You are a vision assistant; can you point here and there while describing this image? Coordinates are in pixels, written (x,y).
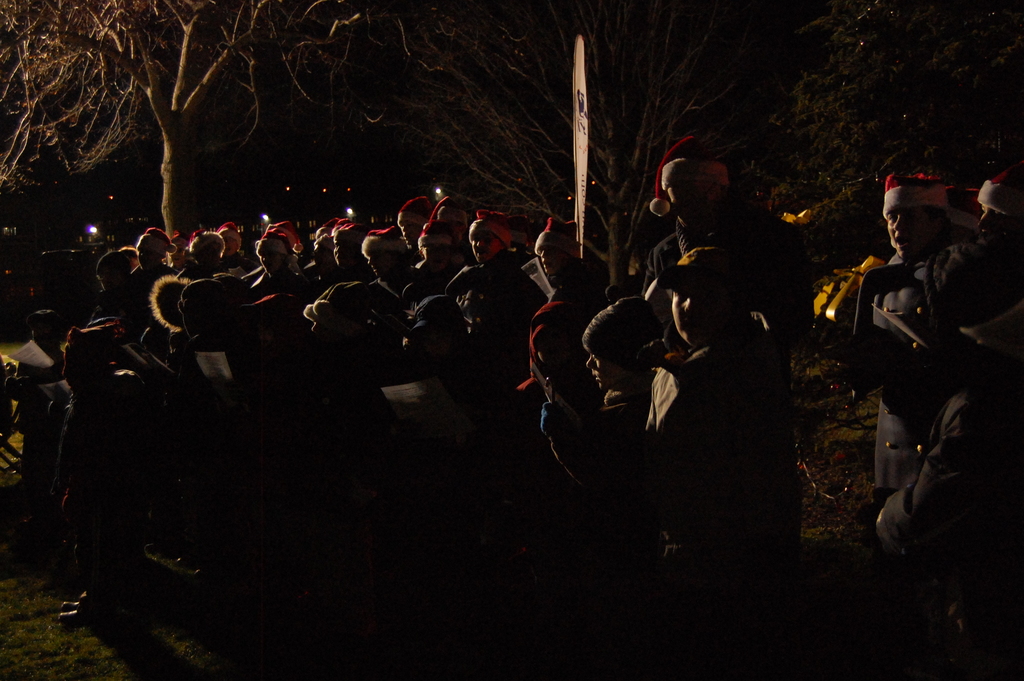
In this image we can see people (662,339) on the ground (23,634). In the background (159,52) there are trees (652,180) and lights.
